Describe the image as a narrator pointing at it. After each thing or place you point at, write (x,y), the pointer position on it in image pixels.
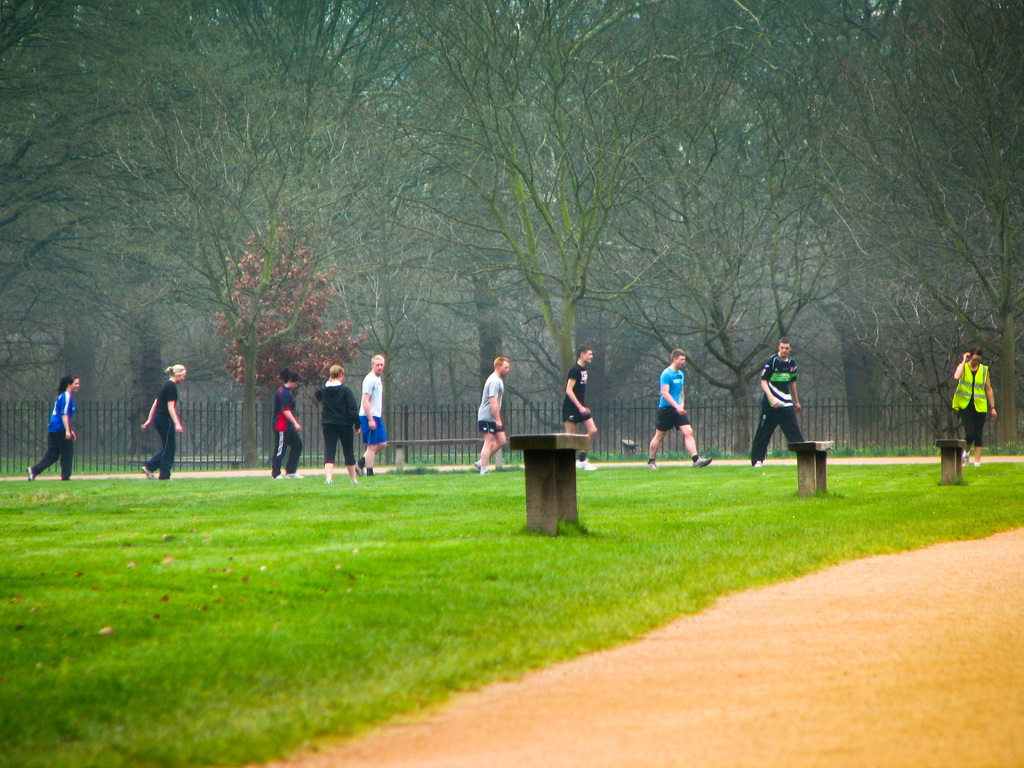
In the center of the image (497,401) we can see a few people (497,401) are walking and they are in different color t shirts (488,412). And we can see the poles (961,470), grass (131,597) and road (737,713). In the background (729,214) we can see trees (626,96), fences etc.
